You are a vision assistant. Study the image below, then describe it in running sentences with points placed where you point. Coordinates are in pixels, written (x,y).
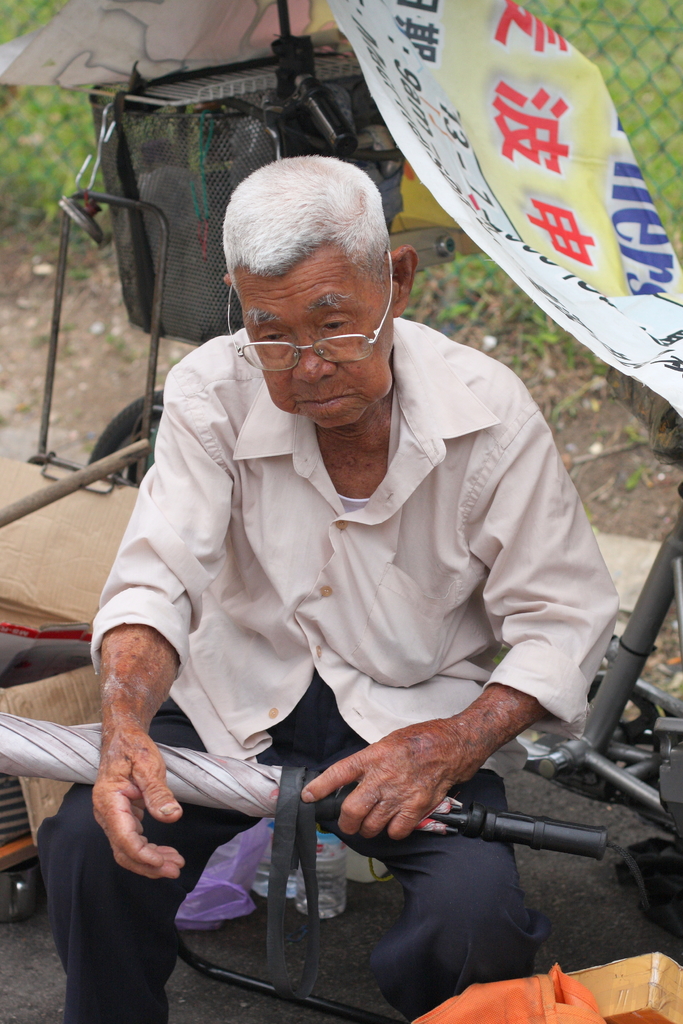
In this picture I see a man (350,210) in front (250,469) who is wearing cream color shirt (285,517) and black pants (71,825) and I see that he is holding a thing (530,836) and in the background (614,267) I see the banner (432,138) on which there is something written and I see a cycle (178,219).
